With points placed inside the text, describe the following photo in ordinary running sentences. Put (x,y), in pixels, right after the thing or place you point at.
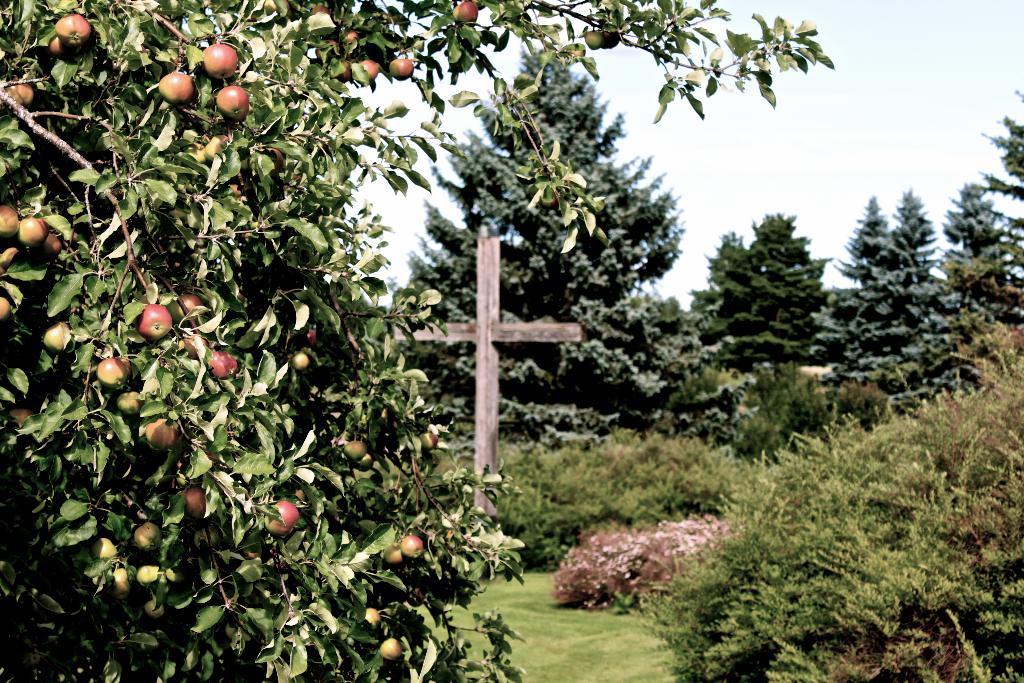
In this image we can see trees (349,240) with fruits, bushes (677,478), ground (579,664), sculpture (492,390) and sky (403,125).
